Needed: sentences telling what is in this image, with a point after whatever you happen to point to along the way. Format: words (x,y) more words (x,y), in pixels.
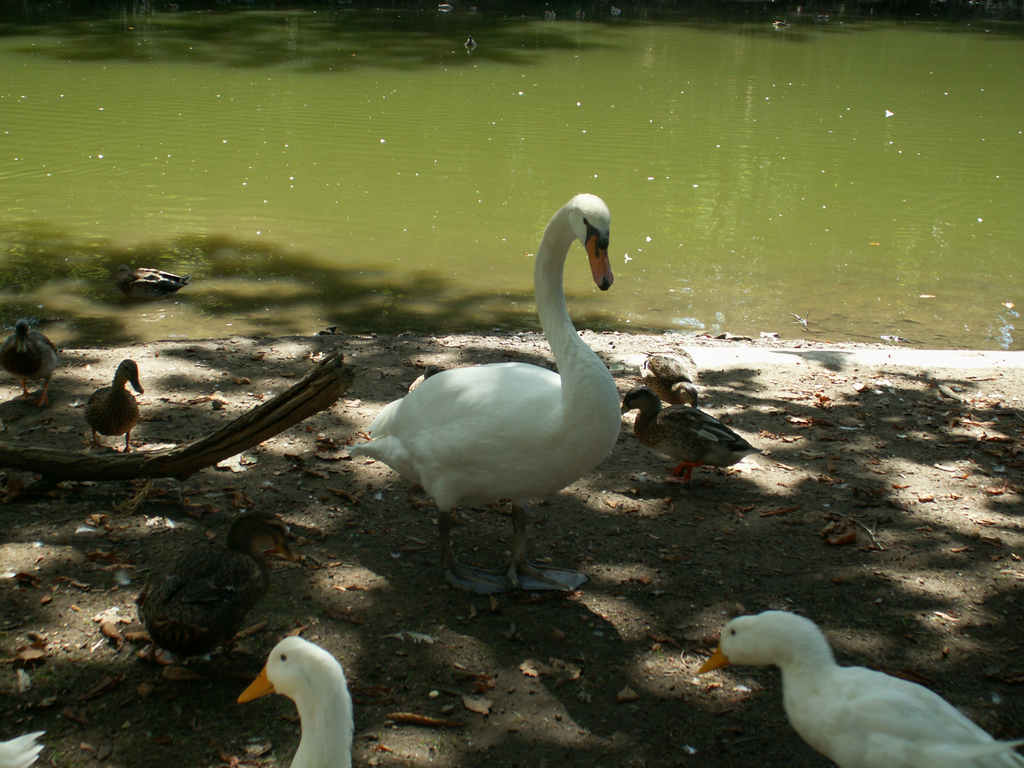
In this images we can see water (263,204), ducks (215,563) and a swan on the ground (565,605).
